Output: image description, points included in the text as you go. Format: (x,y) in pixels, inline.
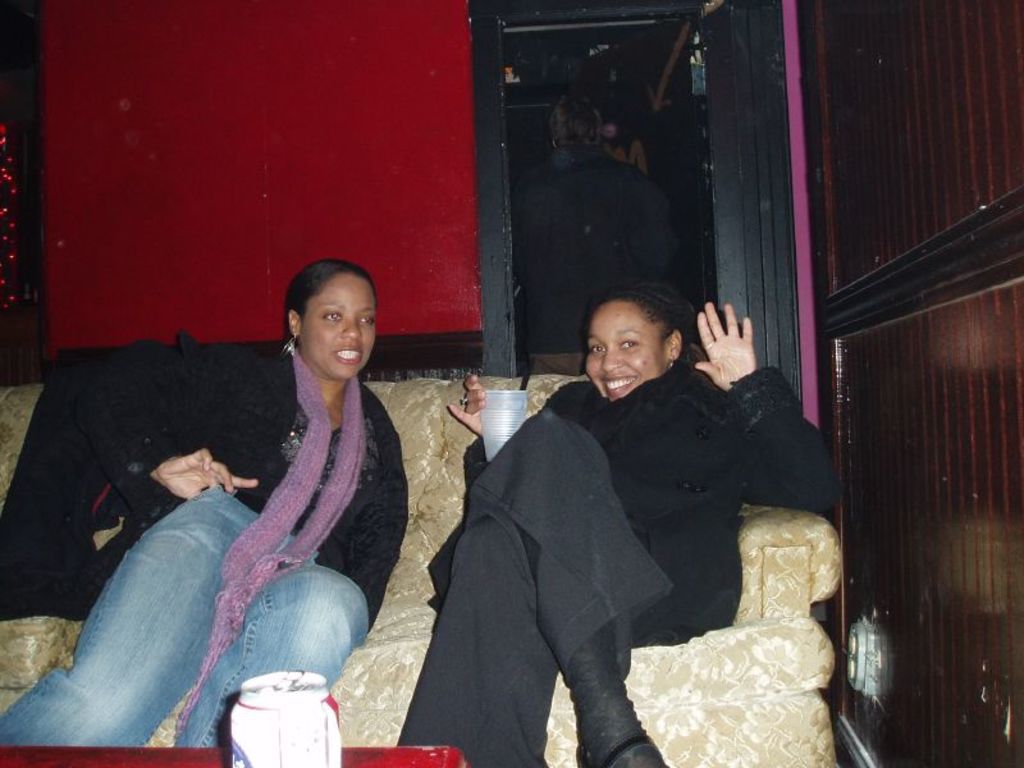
In this image, there are two women (508,563) sitting on a couch (403,613). At the bottom of the image (327,766), I can see a tin (297,728) on an object (403,761). Behind the women (618,400), I can see a person (577,267) standing and there is a wall (359,139).
